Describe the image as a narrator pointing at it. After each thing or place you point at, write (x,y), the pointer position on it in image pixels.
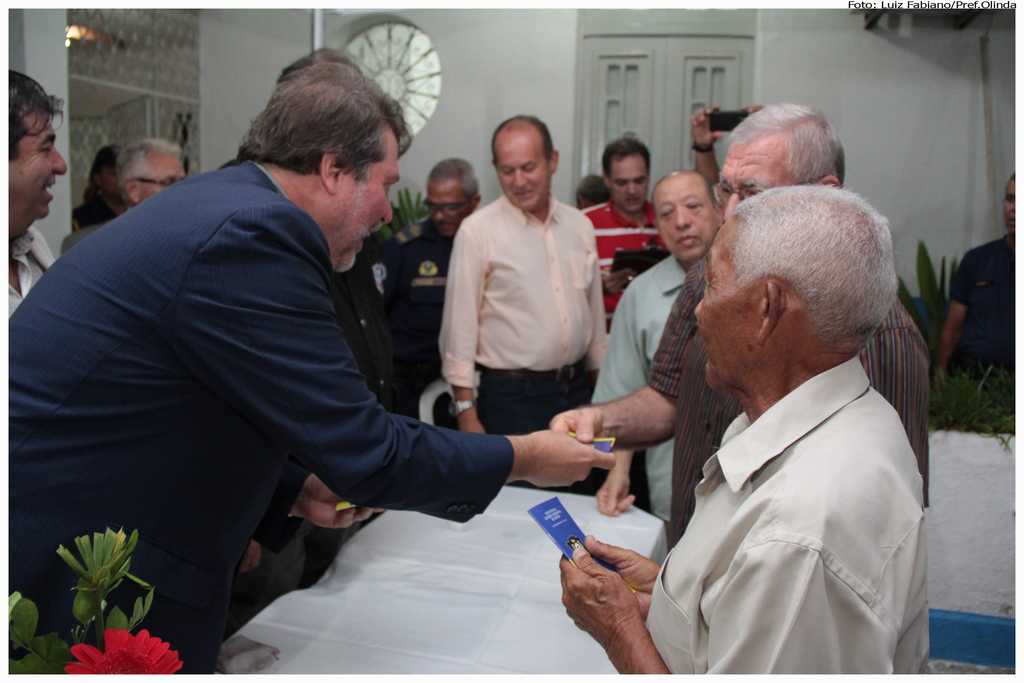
In this image there is a person (568,458) giving a card (601,451) to a person (681,432) wearing spectacles (731,190). Right side (715,557) there is a person (630,555) holding a card (600,564). Before him there is a table (473,634). Left bottom there is a flower (113,670) and leaves (14,625). There are people (411,235) on the floor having a chair (421,413). Behind them there are plants (1009,408). Background (657,117) there is a wall (805,88) having a door (680,109).
